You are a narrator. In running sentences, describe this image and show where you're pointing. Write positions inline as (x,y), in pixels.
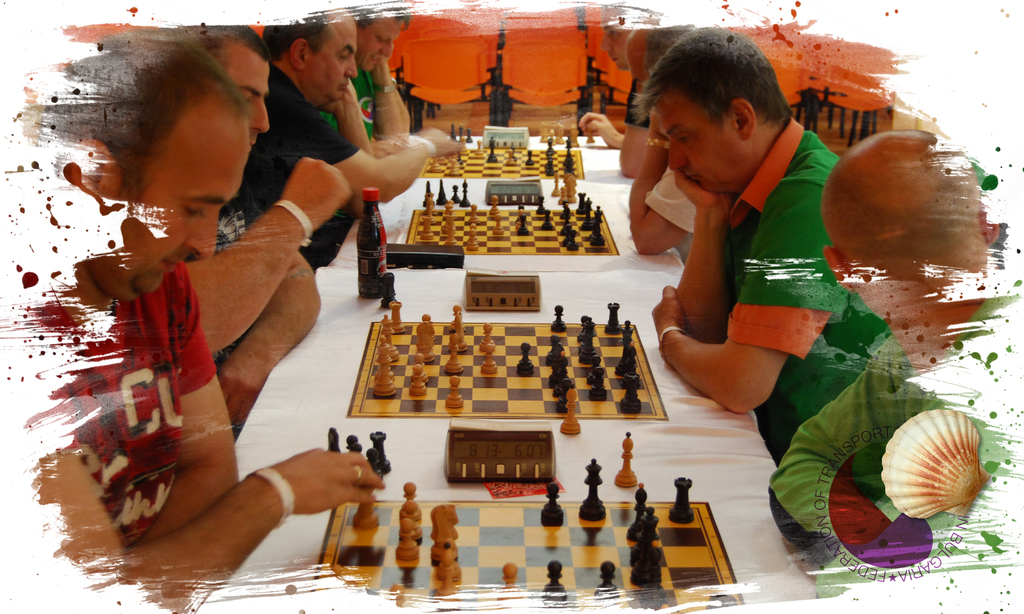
In this picture we can see group of people (843,244), they are all seated, in front of them we can find few chess boards (557,250) and a bottle (382,236) on the table (572,280).
